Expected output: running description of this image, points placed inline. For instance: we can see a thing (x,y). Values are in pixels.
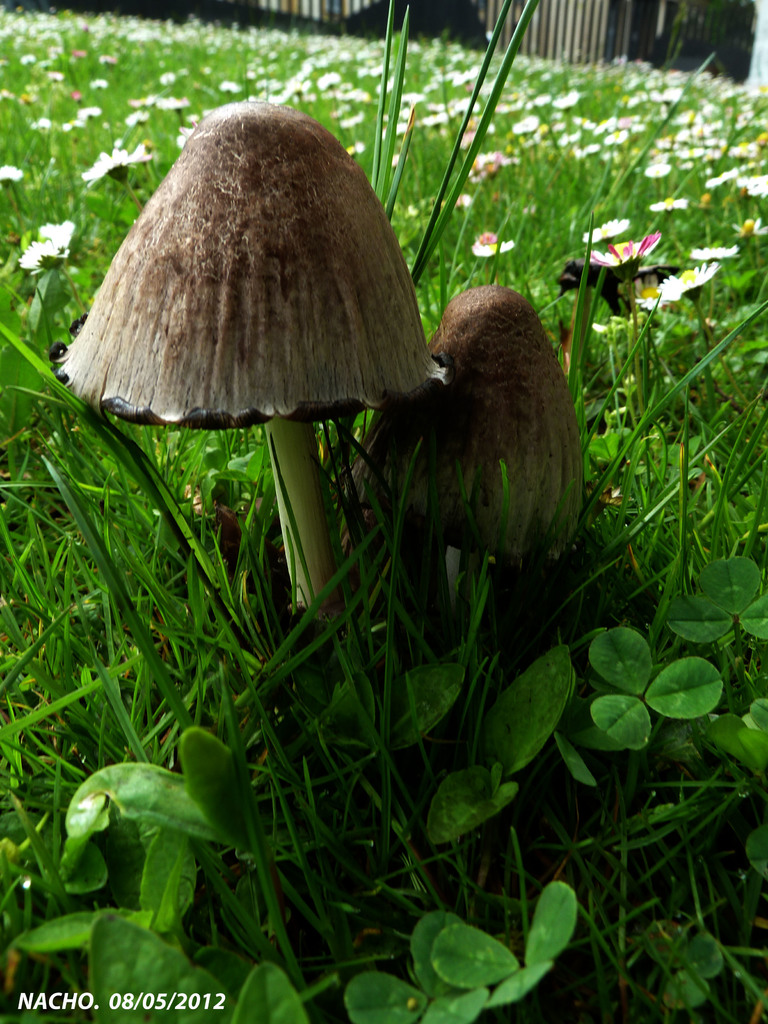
In this image there are mushrooms (317,403), grass (449,715), flowers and a watermark (22,1003) on the image.
